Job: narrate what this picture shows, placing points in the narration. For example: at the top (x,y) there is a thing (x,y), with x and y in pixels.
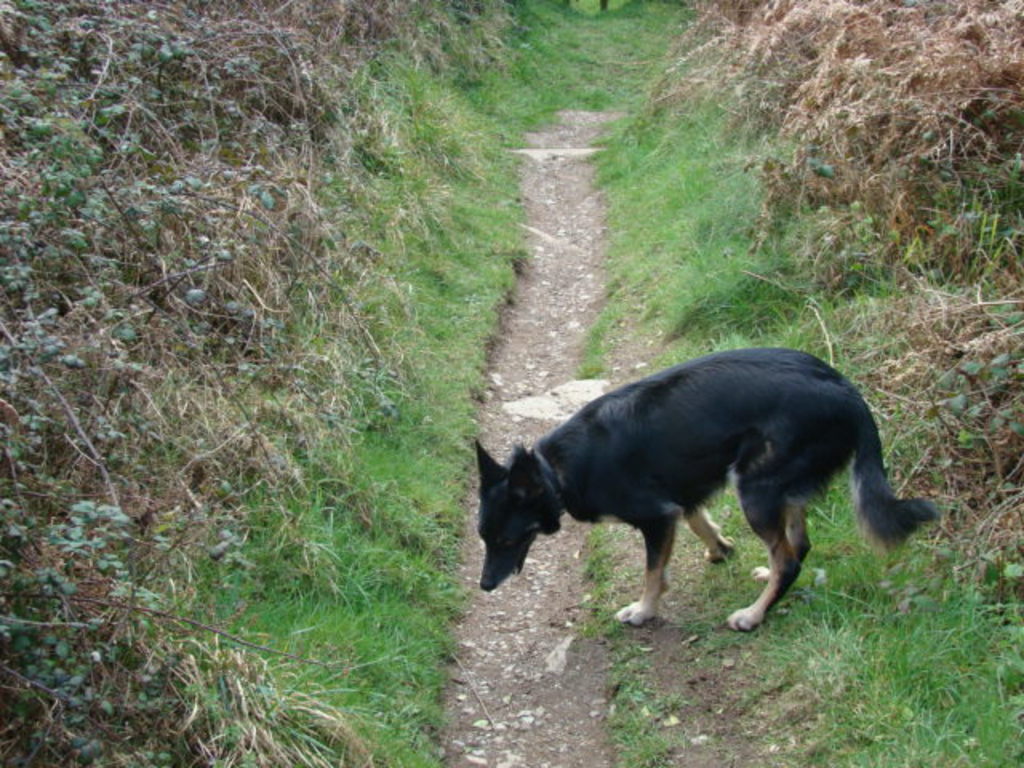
In this picture there is a black color dog (680,505) standing near to the grass (348,570). There is a dry grass (915,136).
